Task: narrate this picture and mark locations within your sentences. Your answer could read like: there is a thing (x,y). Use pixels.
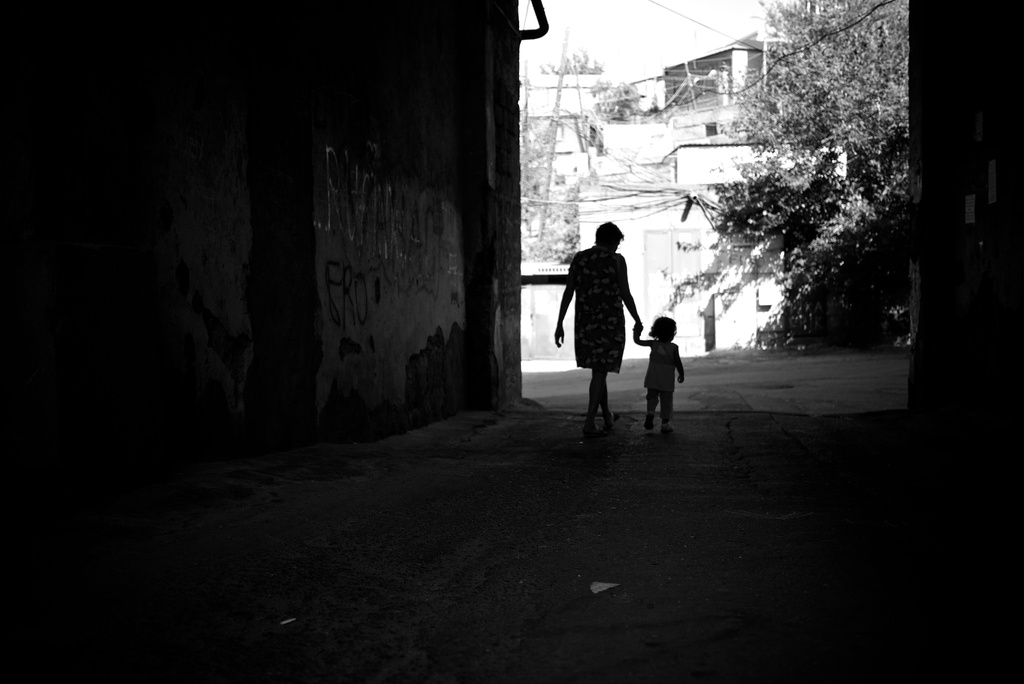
In this image a lady (602,308) is holding the hand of a baby (661,382). They both are walking. In the background (658,174) there are buildings (713,94), trees (802,98). The foreground (142,387) is dark.
